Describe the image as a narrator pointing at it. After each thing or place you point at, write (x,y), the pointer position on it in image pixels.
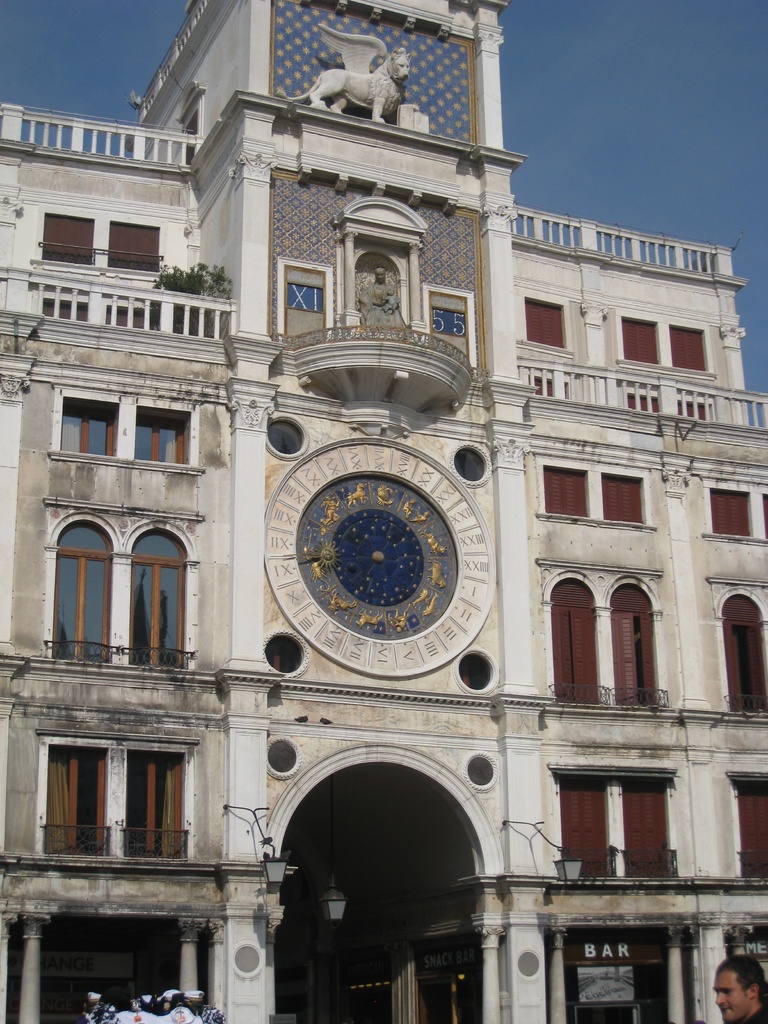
In this image in the center (468,389) there is a building (357,780), and at the bottom (748,993) there is one person (718,1007) and also there are some windows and lights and some pillars (675,1007). And at the top of the building (357,143) there is a statue (362,63), and in the background (78,74) there is sky (520,109).
